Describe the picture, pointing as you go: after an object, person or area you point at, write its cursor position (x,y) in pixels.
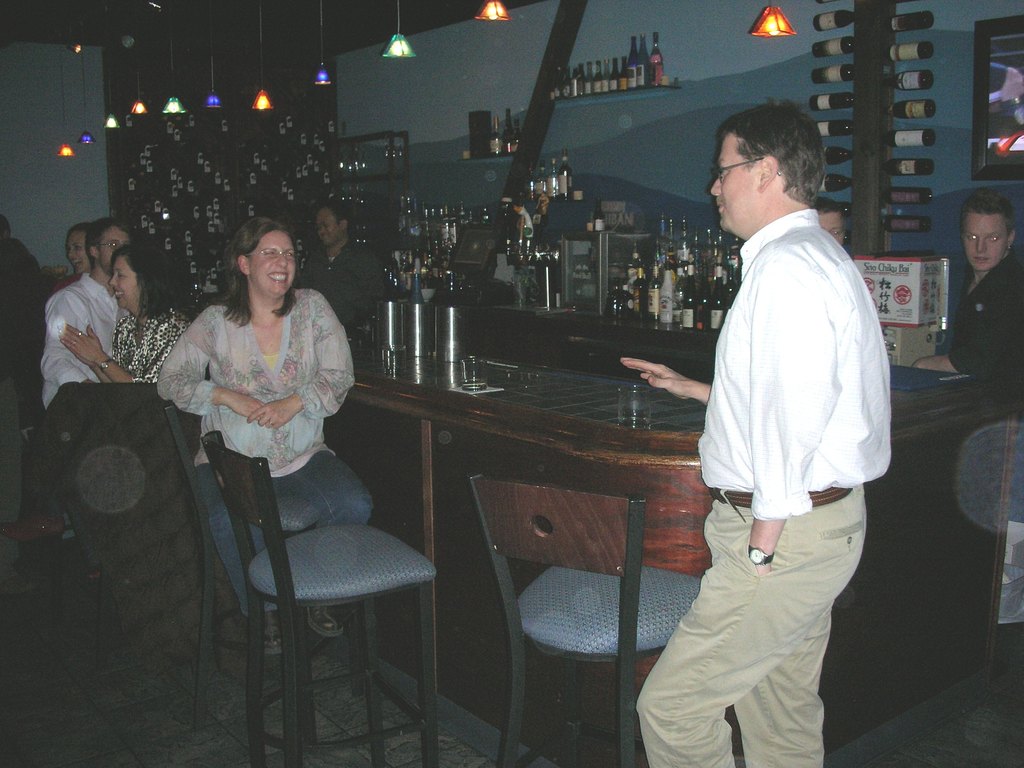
a person (719,430) is standing at the right (722,469) wearing a white shirt (793,354). at the left (146,356) people (191,369) are sitting on the chairs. behind them there is a table (450,427) on which there are glasses (473,385). behind that there is a person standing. at the back (698,301) on the wall (452,197) there are many glass bottles (659,300). at the right (912,296) back there are 2 cartons (900,303) on the table (585,433) and a screen (1013,138) on the top (991,53). on the top (85,133) there are colorful lights (323,76).
